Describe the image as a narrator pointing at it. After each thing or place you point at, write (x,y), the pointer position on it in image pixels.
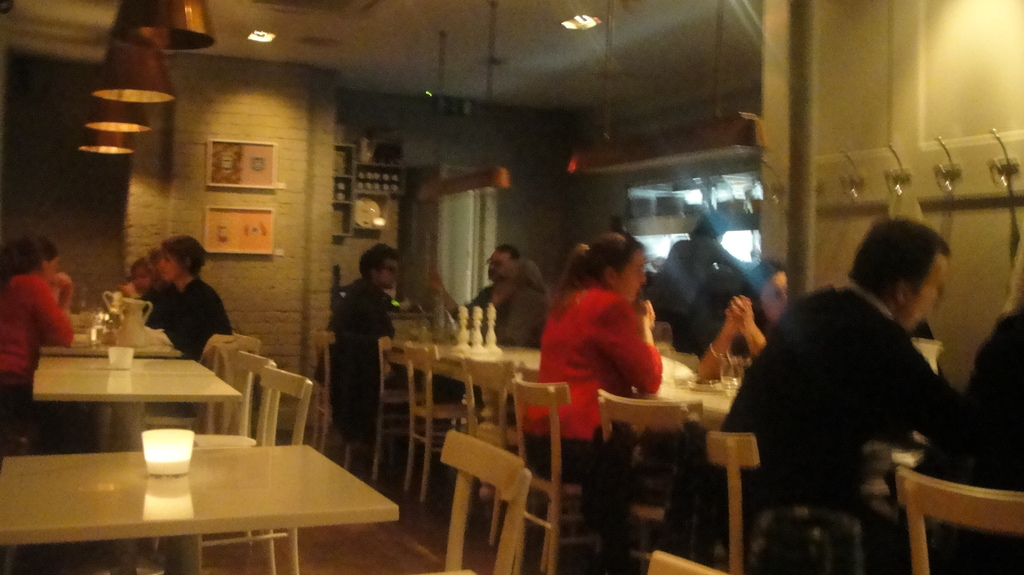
In this picture there are group of people (739,287) sitting they have a table (207,370) in front of them and also there is a water jug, glasses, napkins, and there is a wall (284,103) in the backdrop (293,183) with some photo frames (270,152) on it
